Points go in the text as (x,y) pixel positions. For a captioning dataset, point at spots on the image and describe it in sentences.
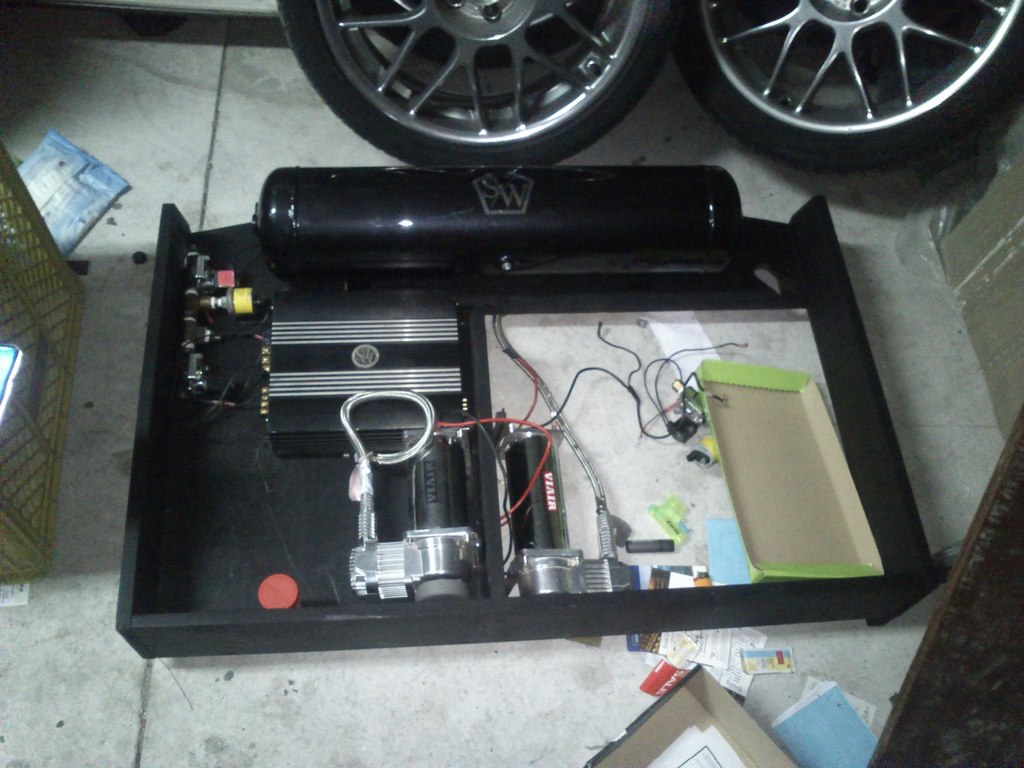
In the center of the image (442,369) we can see an electrical equipment (543,255). On the left (18,462) there is a basket (18,420) and we can see things (696,703) placed on the floor (269,726).
